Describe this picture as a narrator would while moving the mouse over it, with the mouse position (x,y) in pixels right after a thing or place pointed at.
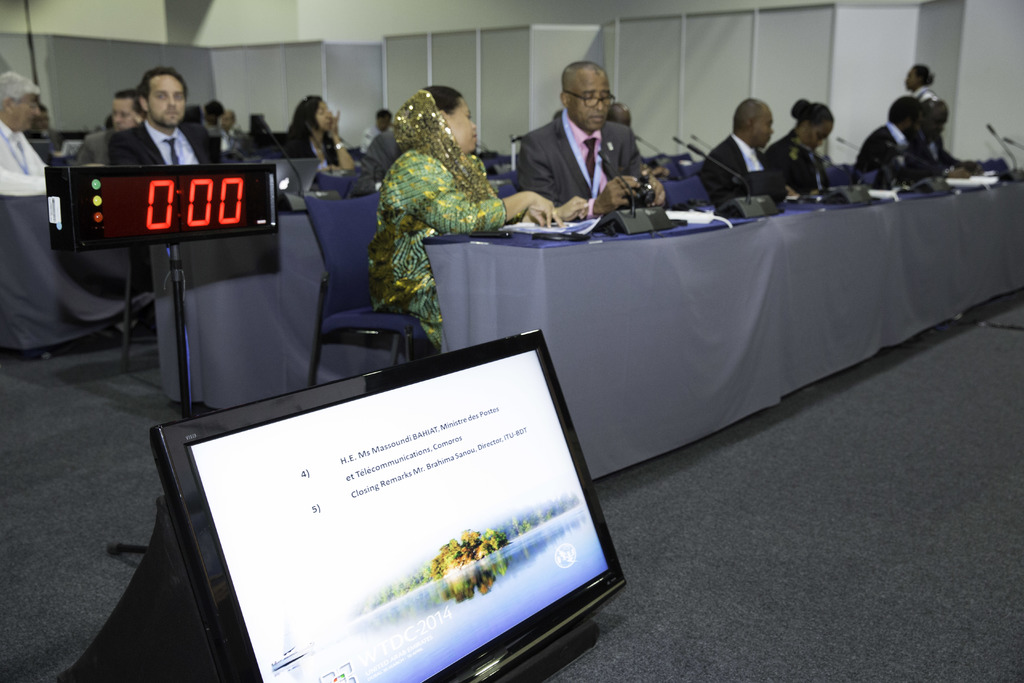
In this image there are so many people (42,185) sitting in front of table (584,314) where we can see there are so many papers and microphones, beside them there is a big digital clock (135,240) and a computer screen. Also there are some wooden walls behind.
